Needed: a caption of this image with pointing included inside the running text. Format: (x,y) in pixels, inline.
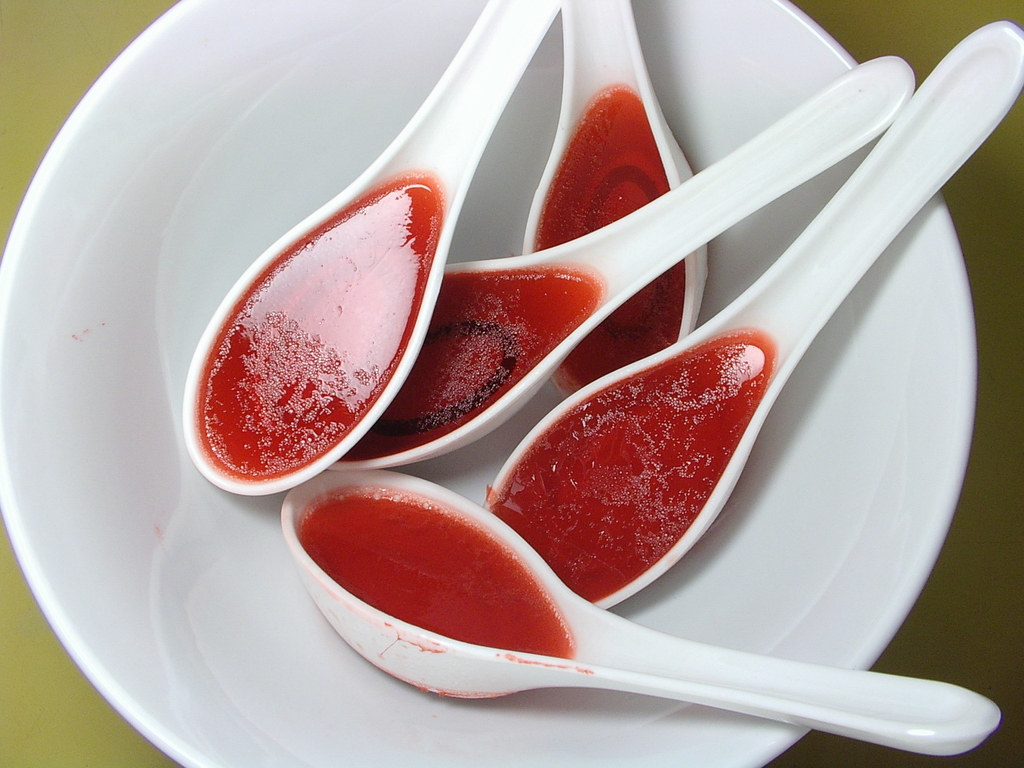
There are five white spoons (545,422) which has something in it placed in a white bowl (711,588).
